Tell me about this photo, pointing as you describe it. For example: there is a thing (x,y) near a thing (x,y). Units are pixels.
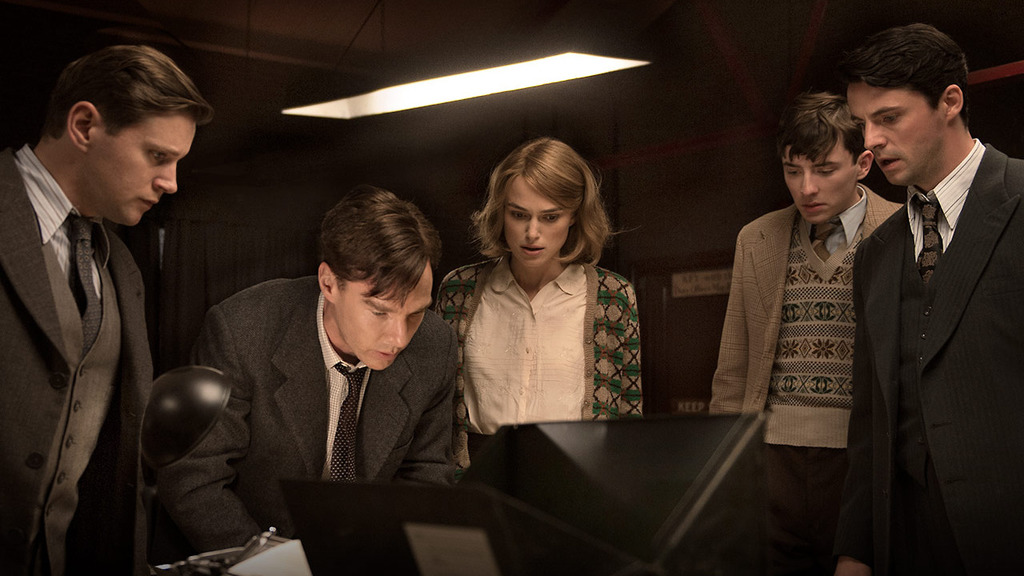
In this image I can see group of people (597,300). In front (425,396) the person (316,382) is wearing black color blazer (382,403), white shirt (329,404) and black color tie (349,420). In front (693,517) I can see few objects (691,501) in black color. In the background (344,112) I can see the light (325,109).
